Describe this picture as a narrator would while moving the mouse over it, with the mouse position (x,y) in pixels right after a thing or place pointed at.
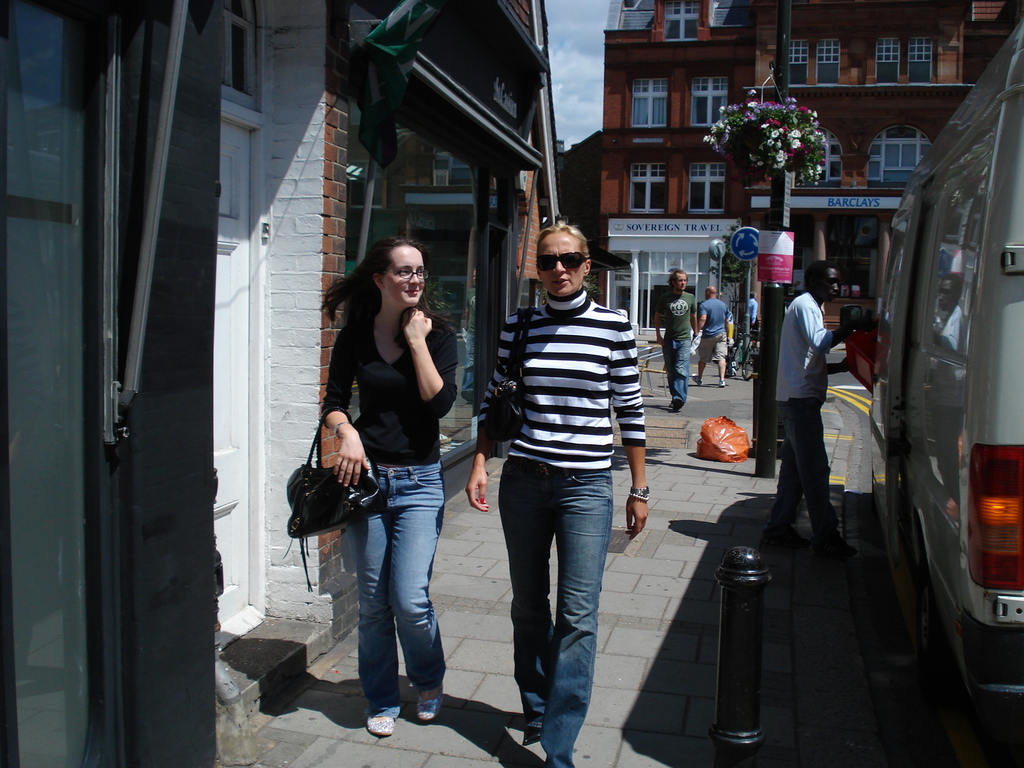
In the middle of the image (374,281) few people (793,389) are walking on the road (844,423). In the middle of the image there is a pole (782,11) and there are some flowers (785,123). Bottom right side of the image (990,522) there is a vehicle (902,320) behind the vehicle (1019,64) there is a building (939,38). At the top of the image (557,104) there are some clouds (554,68).
